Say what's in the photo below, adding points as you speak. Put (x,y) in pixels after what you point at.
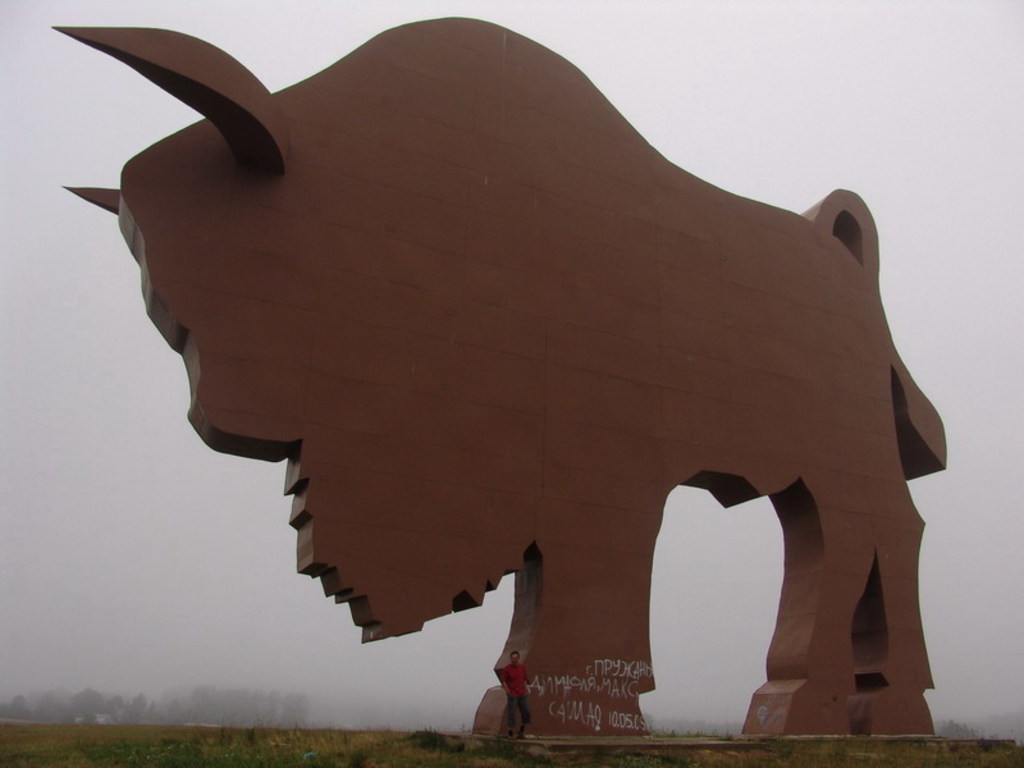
At the bottom of the picture (317,729) we can see shrubs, grass (238,752) and a person (512,683). In the middle of the picture (621,495) there is a sculpture of a bull (436,578). In the background (122,709) there are trees (76,718). At the top (123,114) we can see fog (943,123).
